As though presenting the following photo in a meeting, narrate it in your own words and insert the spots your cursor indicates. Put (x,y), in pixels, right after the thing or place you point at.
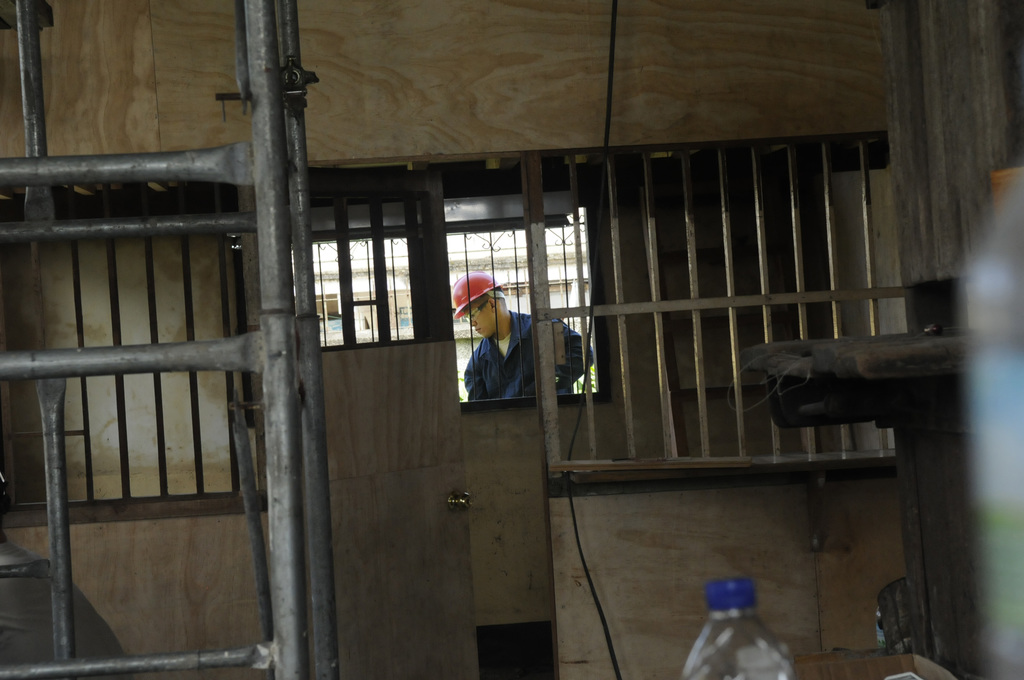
Outside of this window (538,363) a man (490,344) is standing wore a red helmet (462,301). This is door (382,489). This is ladder (192,368). This is bottle (753,650).
